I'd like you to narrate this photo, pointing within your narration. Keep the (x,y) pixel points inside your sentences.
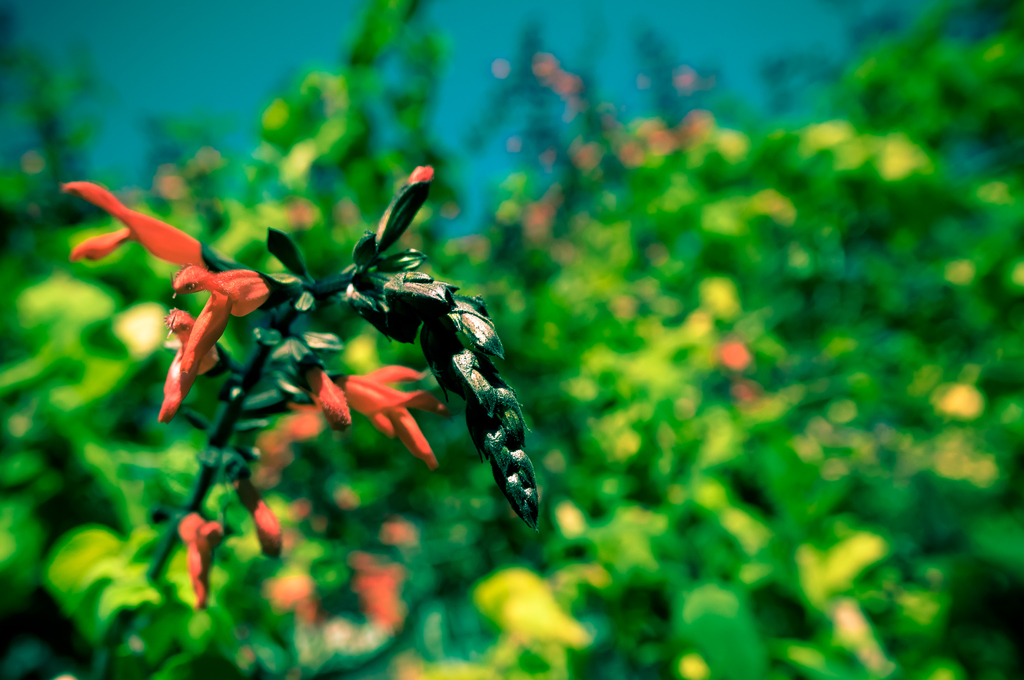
This picture contains flowers (207,310) which are in orange color and we even see the buds (323,409) of the flowers (387,417). In the background (624,446), we see plants (694,335) and it is blurred in the background (680,216).
